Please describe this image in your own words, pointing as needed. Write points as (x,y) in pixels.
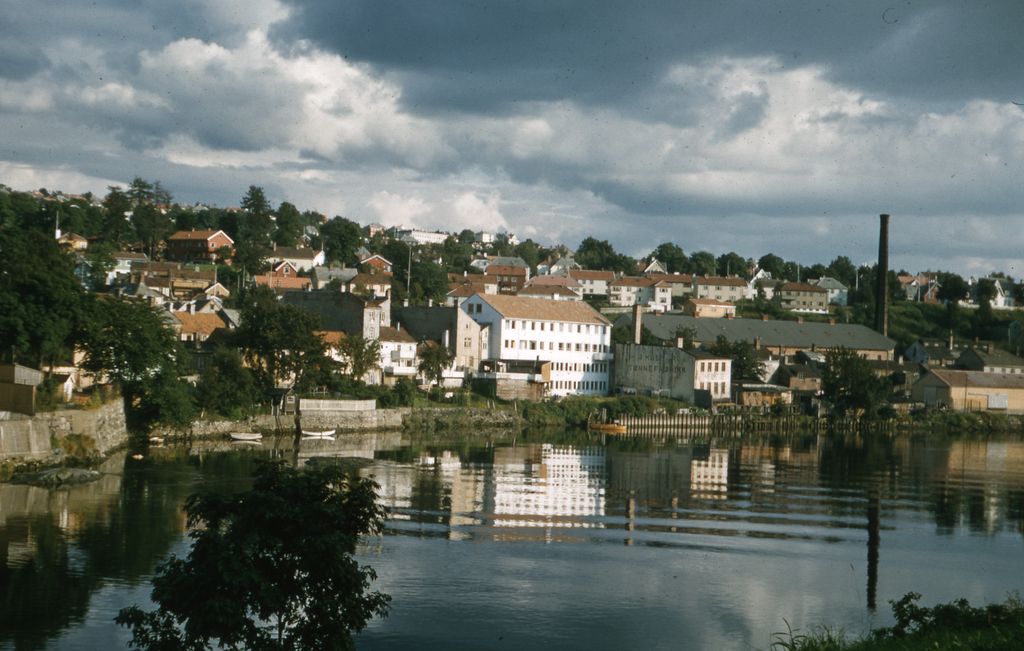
This image consists of many buildings (561,308) and trees (11,301). At the bottom (637,582), there is water (760,523). At the top (395,115), there are clouds (594,88) in the sky (357,115). On the right (878,273), we can see a chimney (883,304).
